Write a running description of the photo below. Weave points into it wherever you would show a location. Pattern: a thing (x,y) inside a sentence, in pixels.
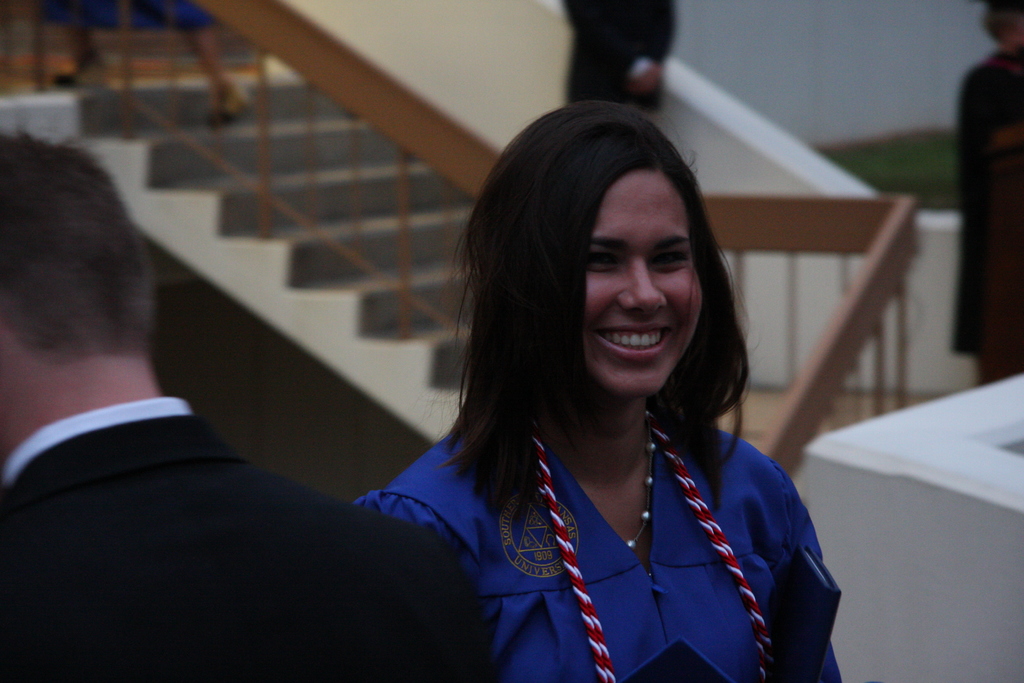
In this image we can see a woman (528,664) and she is smiling. Here we can see a man (468,627) on the left side (219,605) is wearing a suit (107,508). Here we can see two persons (617,15) on the staircase (332,44). Here we can see a person (1018,30) on the top right side (1018,44).
